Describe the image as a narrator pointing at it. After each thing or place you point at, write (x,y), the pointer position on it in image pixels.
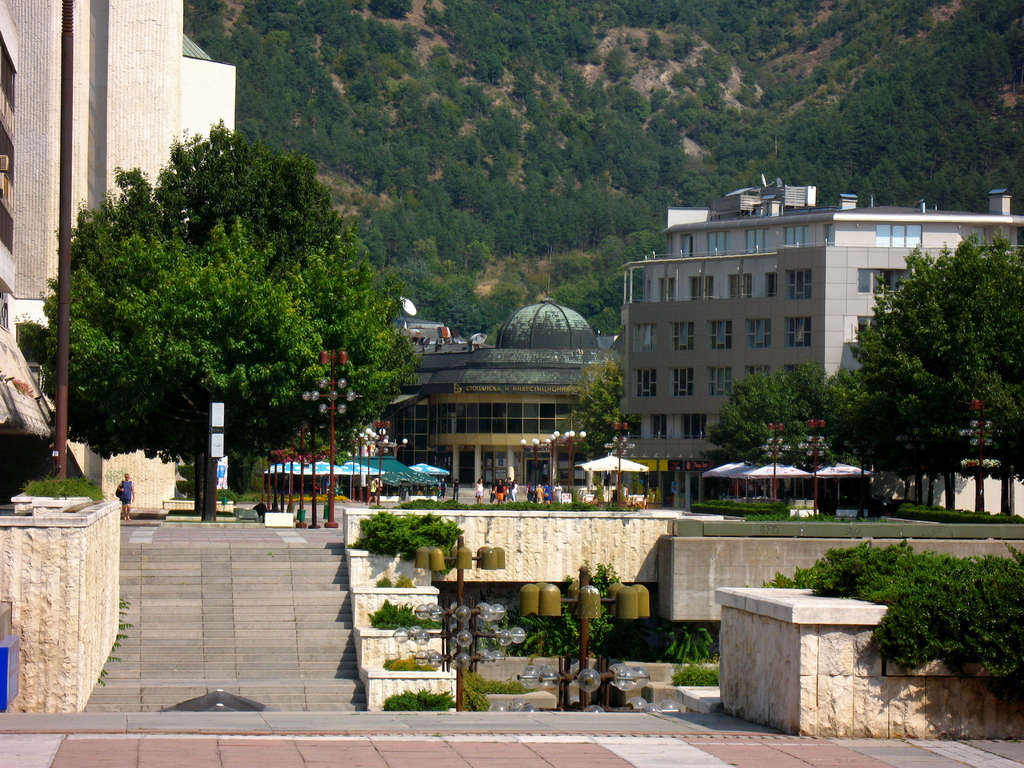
In this picture I can see the lights (528,601) at the bottom (537,617) and also there are bushes (687,645), there are trees (809,379) and buildings (626,379) on either side of this image, in the background (412,145) it looks like a hill (422,279), on the left side (64,458) I can see a metal pole (62,403).
